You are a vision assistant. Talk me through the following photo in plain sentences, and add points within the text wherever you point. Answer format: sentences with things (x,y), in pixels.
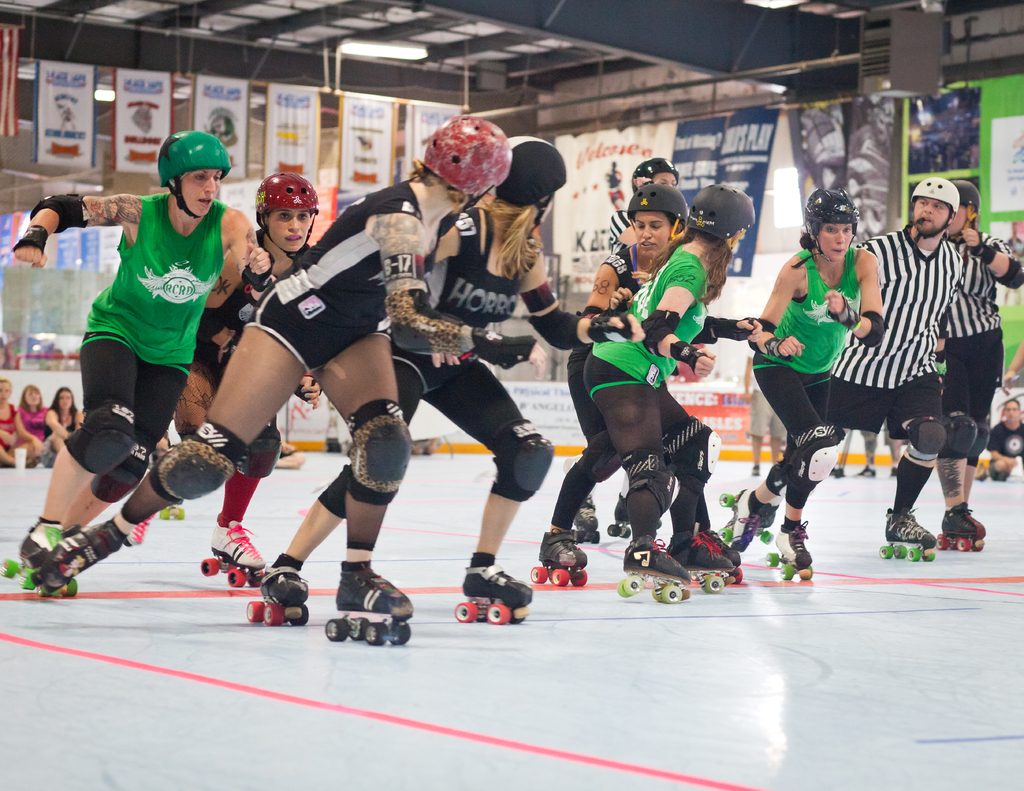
In this image, we can see some people (632,336) doing the roller derby, in the background (60,419) there are some people (43,410) sitting on the floor (312,605) and we can see some posters (630,133).
